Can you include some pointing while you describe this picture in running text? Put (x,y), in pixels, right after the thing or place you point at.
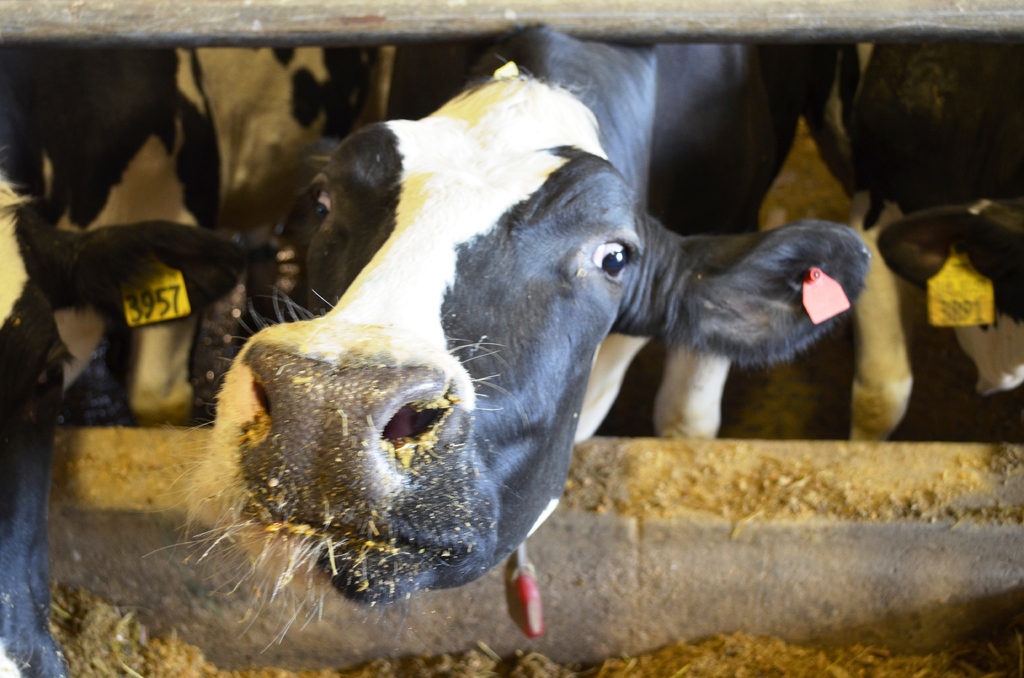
In this picture I can see some animals (385,282) with tags (812,295) on which I can see some numbers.
